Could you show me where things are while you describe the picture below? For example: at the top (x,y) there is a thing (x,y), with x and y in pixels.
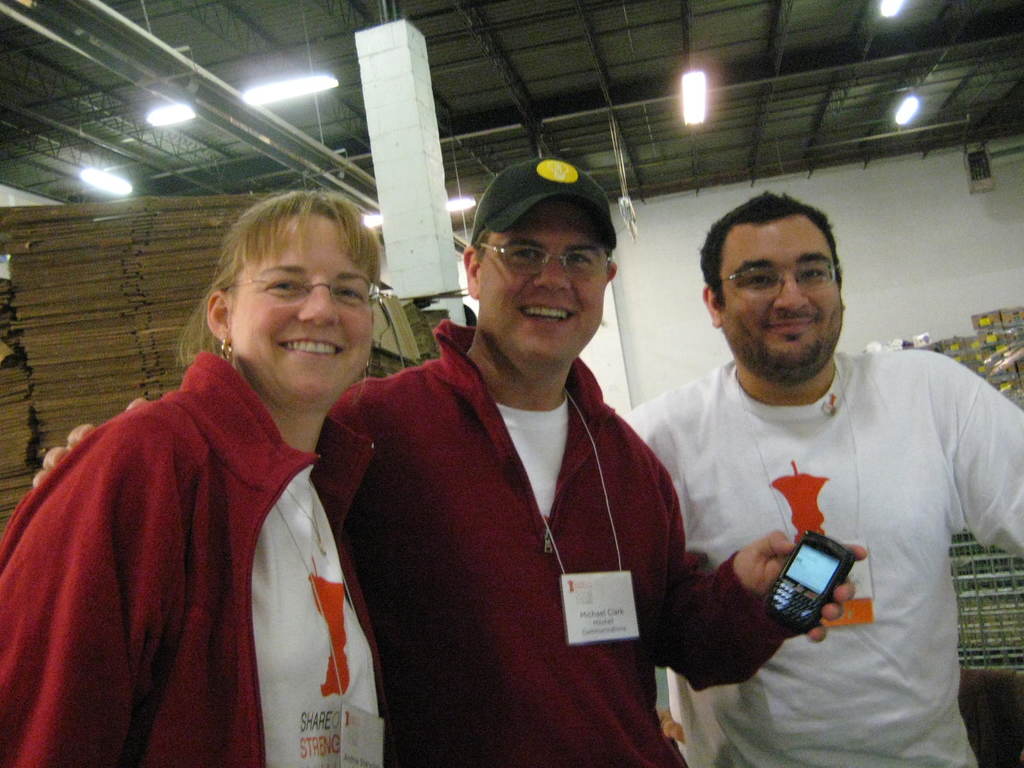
There are three people (140,443) in the picture among them two are wearing same jacket (434,490) and the other guy (840,443) is wearing white color tee shirt (911,556) and the one who is in white tee shirt (899,397) has spectacles (825,274) and there are some lights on the roof (898,76).
